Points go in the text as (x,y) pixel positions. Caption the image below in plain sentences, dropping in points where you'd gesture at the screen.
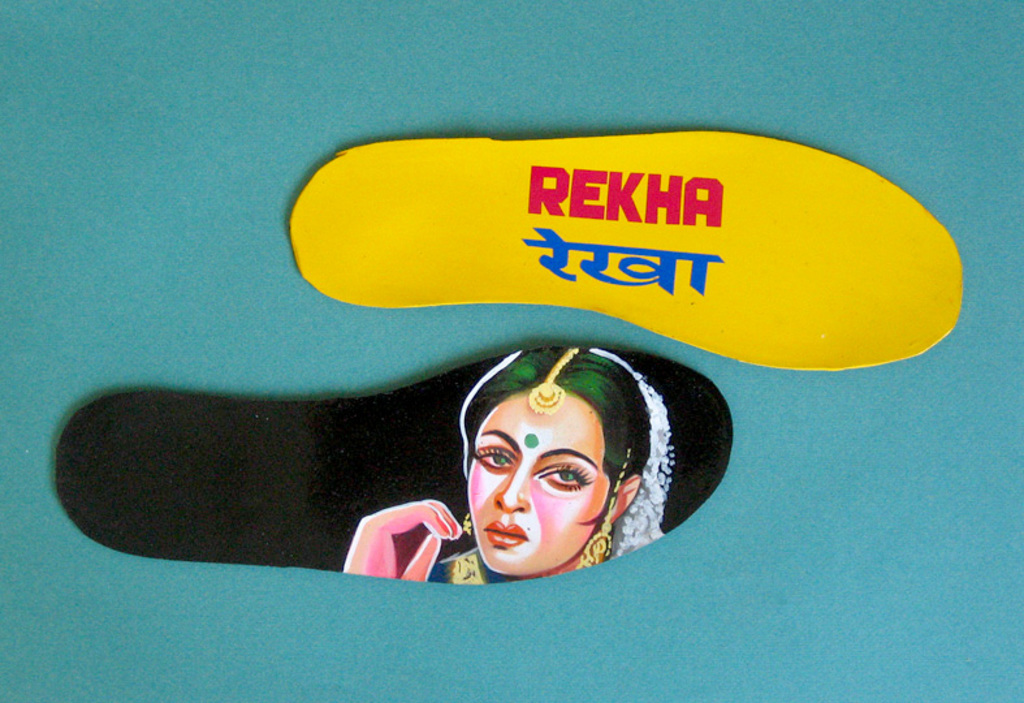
In this image we can see a group of shoe soles (556,436) with some text (577,199) printed on them.
